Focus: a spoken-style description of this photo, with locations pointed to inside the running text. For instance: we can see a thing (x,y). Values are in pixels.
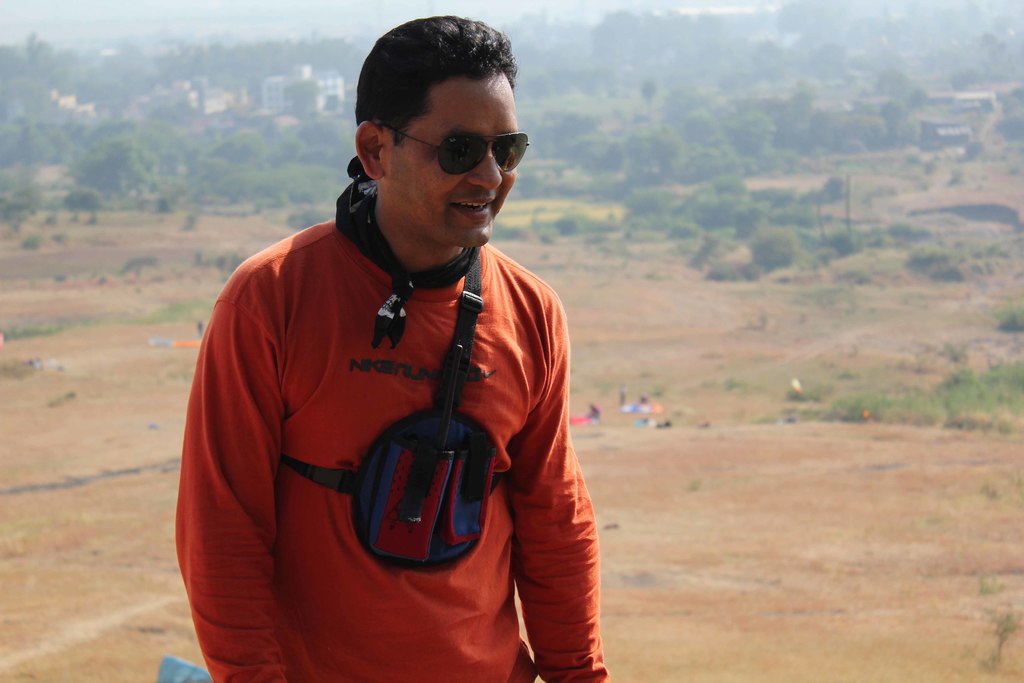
In this picture I can see a man (480,393) standing and he is wearing sunglasses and I can see trees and buildings (209,107) in the back (712,124) and I can see few people (643,405) on the ground (707,387).
